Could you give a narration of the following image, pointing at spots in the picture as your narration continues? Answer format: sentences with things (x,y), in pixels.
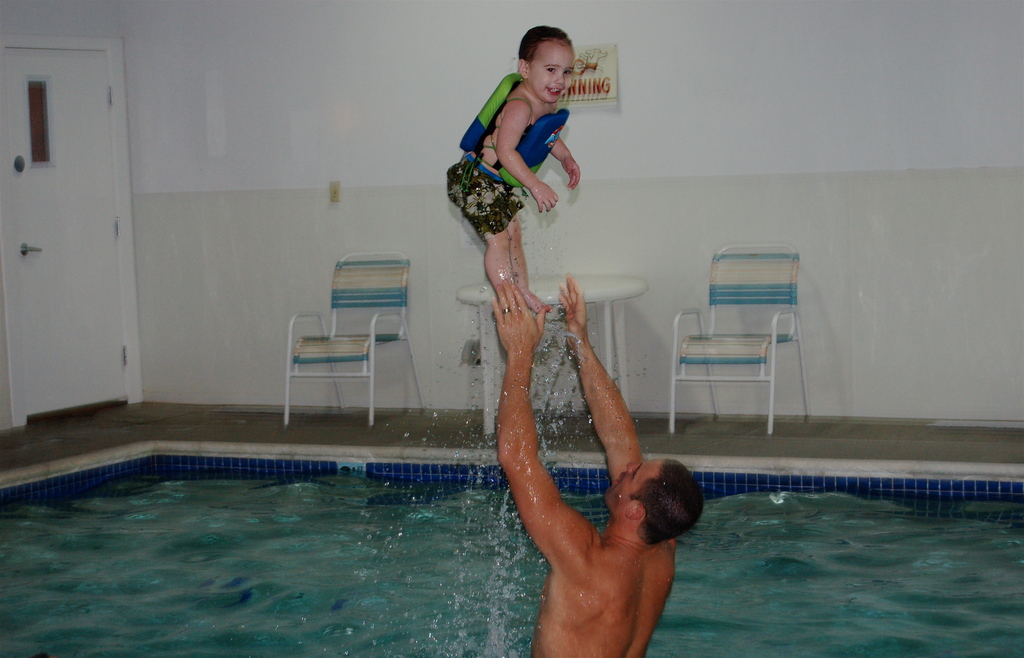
In this image there is one person (536,537) is standing in the swimming pool (252,518) as we can see in the bottom of this image (501,520). There is a table (611,339) and two chairs (405,342) in middle of this image, and there is a wall (627,135) in the background (749,190) and there is a kid (551,137) on the top of this image (505,137).
